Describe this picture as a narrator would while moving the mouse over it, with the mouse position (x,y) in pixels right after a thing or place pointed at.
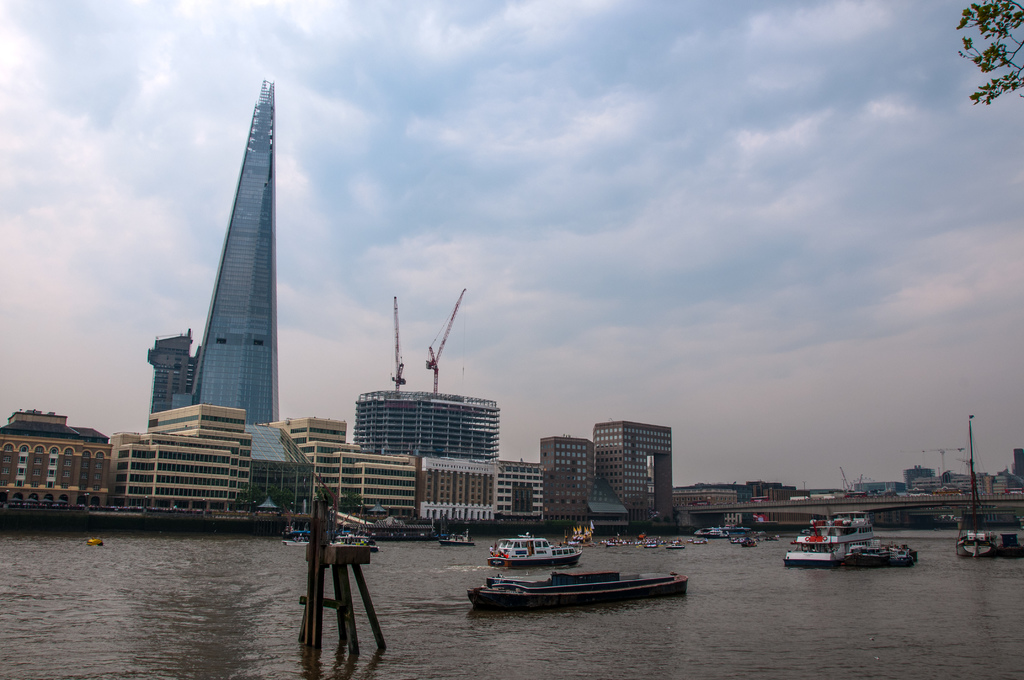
In this picture I can see many boats (578,537) on the water (584,620). On the right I can see the bridge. In the background (499,471) I can see the buildings (489,490), skyscrapers (416,409), cranes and trees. At the top (453,77) I can see the sky (509,117) and clouds (533,155).
